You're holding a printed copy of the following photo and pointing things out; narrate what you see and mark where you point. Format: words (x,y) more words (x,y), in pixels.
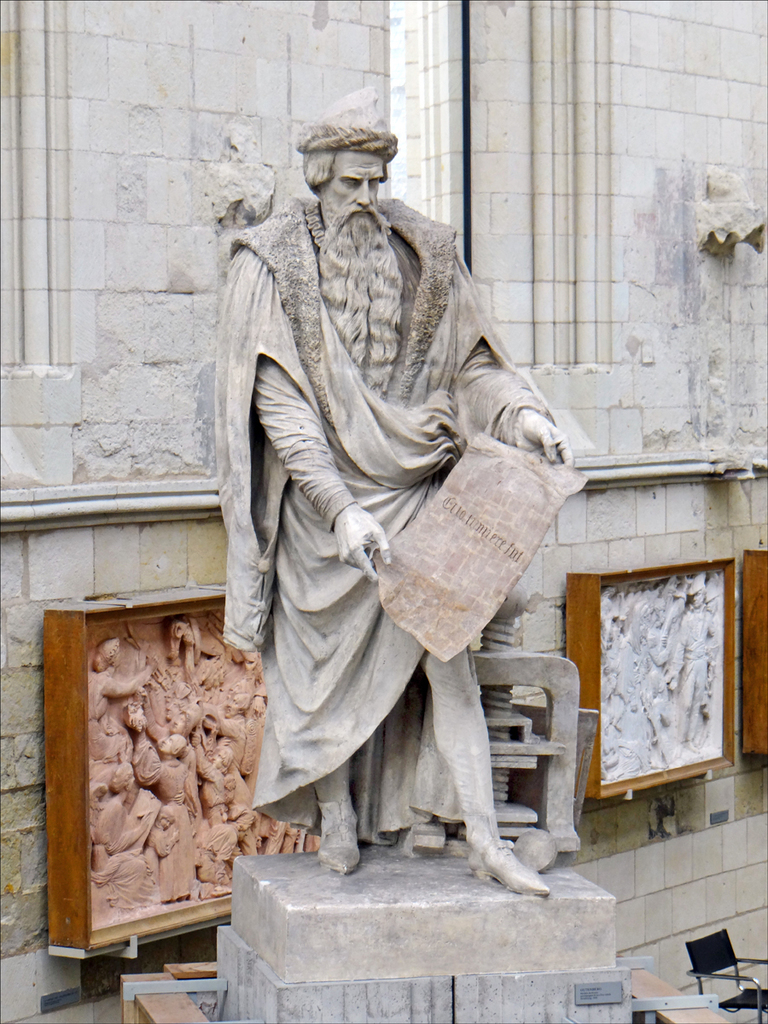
This image consists of a statue (548,689). In the background (524,622), we can see the decor (246,784) on the wall (584,43).
